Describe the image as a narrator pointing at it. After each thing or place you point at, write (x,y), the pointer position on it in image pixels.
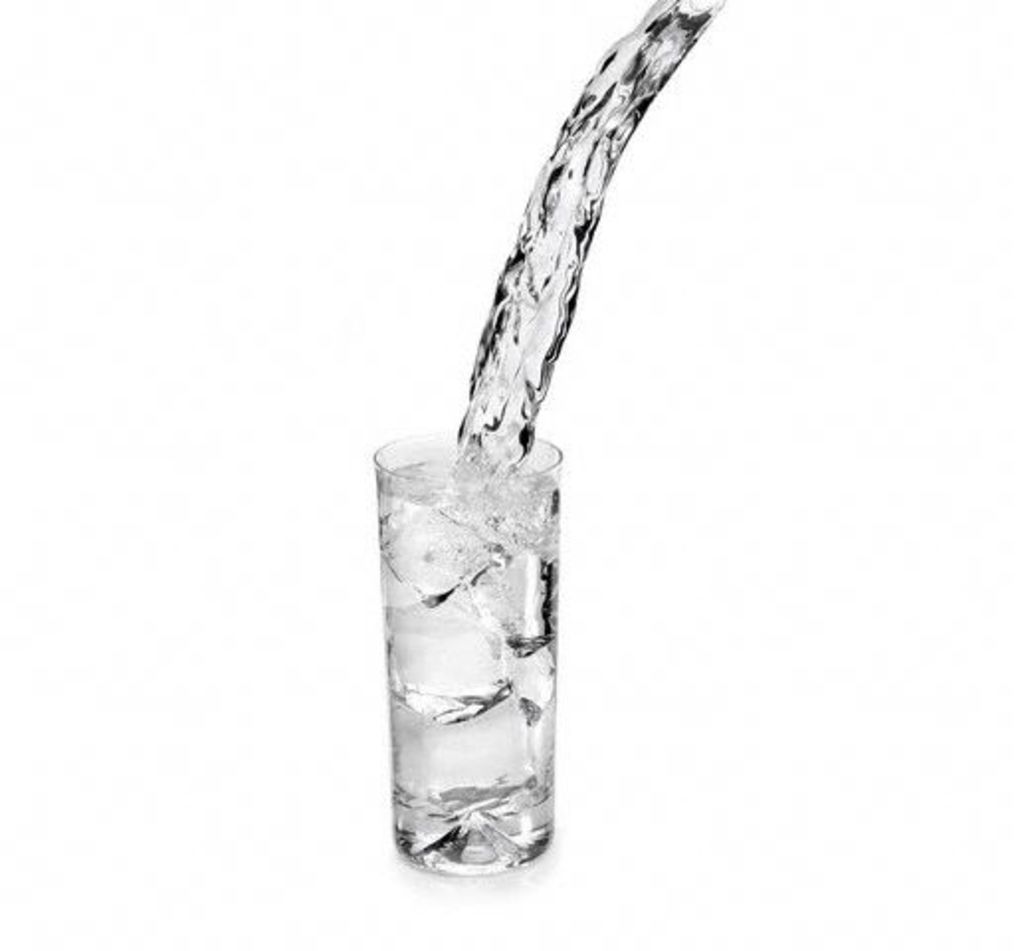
In this image we can see a glass (508,673) full of water (497,581).
